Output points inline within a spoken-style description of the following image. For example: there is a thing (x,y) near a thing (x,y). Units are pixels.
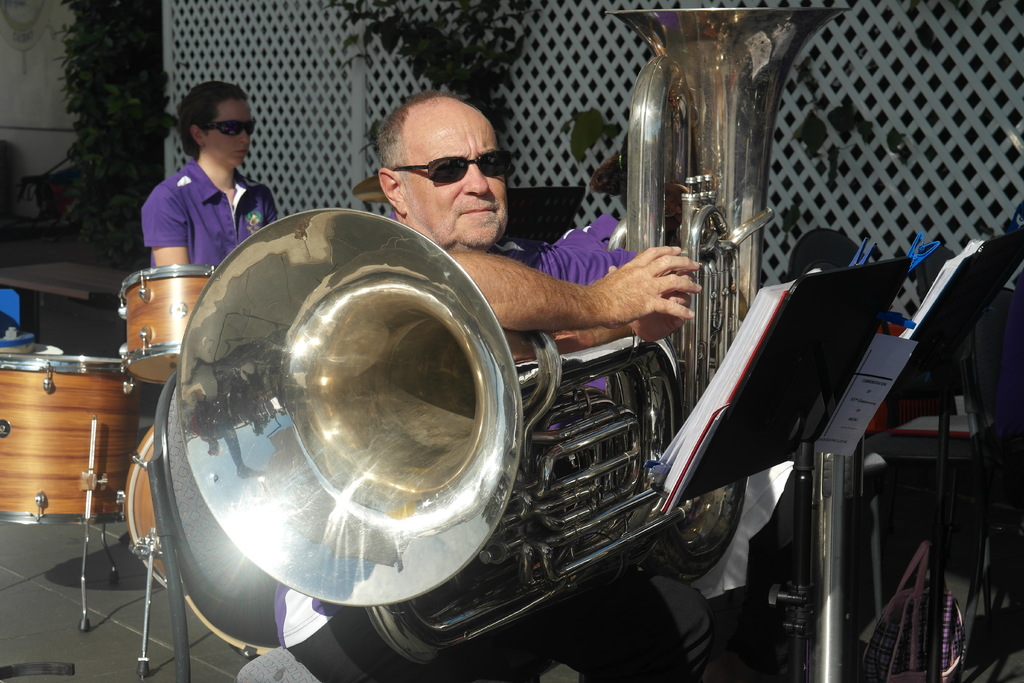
In this image I can see two persons (659,247). In front (493,233) the person (544,261) is wearing purple color shirt (537,243) and I can also see few musical instruments (580,443), two books (853,355) on the stands (863,345). In the background (369,147) I can see few plants (95,55) in green color.
